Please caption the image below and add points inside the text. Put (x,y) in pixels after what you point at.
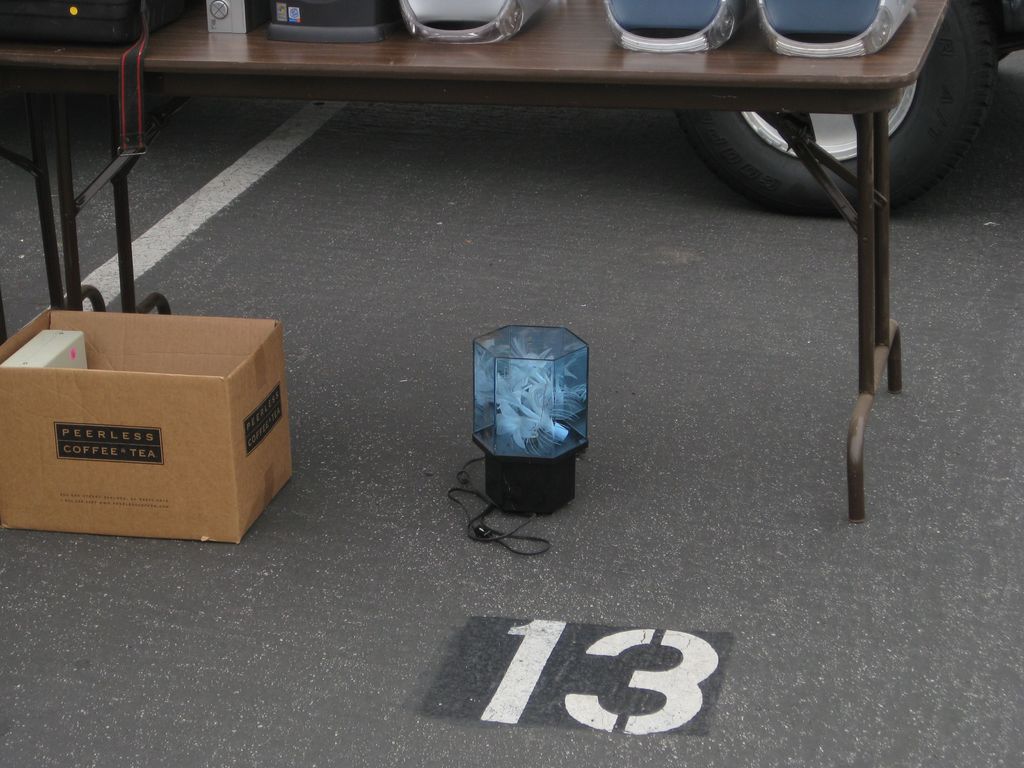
On the top (882,77) a table (327,93) is there on which suitcase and other materials (366,37) are kept. In the left middle (205,344) a carton box (255,472) is there and a lamp (515,490) is visible on the floor (730,565). On the top (729,138) a vehicle (798,183) is there which is partly visible This image is taken on the road (400,164) during day time.
